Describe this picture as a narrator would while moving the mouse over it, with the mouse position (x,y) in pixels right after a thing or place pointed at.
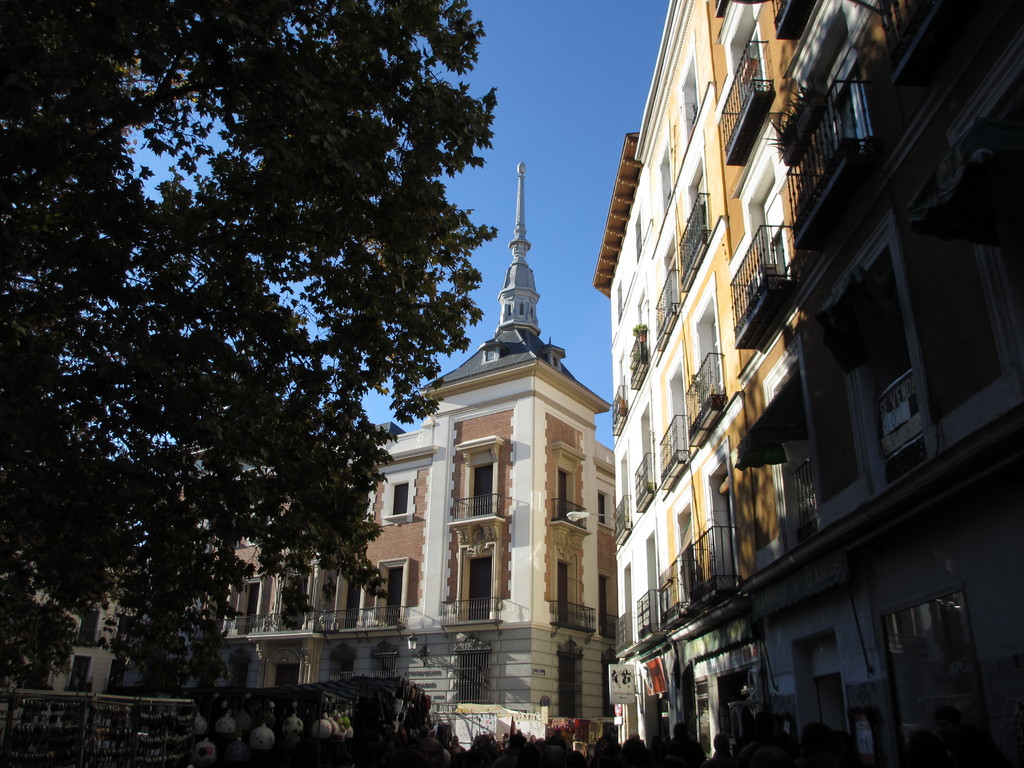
In this image we can see many buildings (633,518) and a tree (203,271), a clear sky (540,214) can be seen.
